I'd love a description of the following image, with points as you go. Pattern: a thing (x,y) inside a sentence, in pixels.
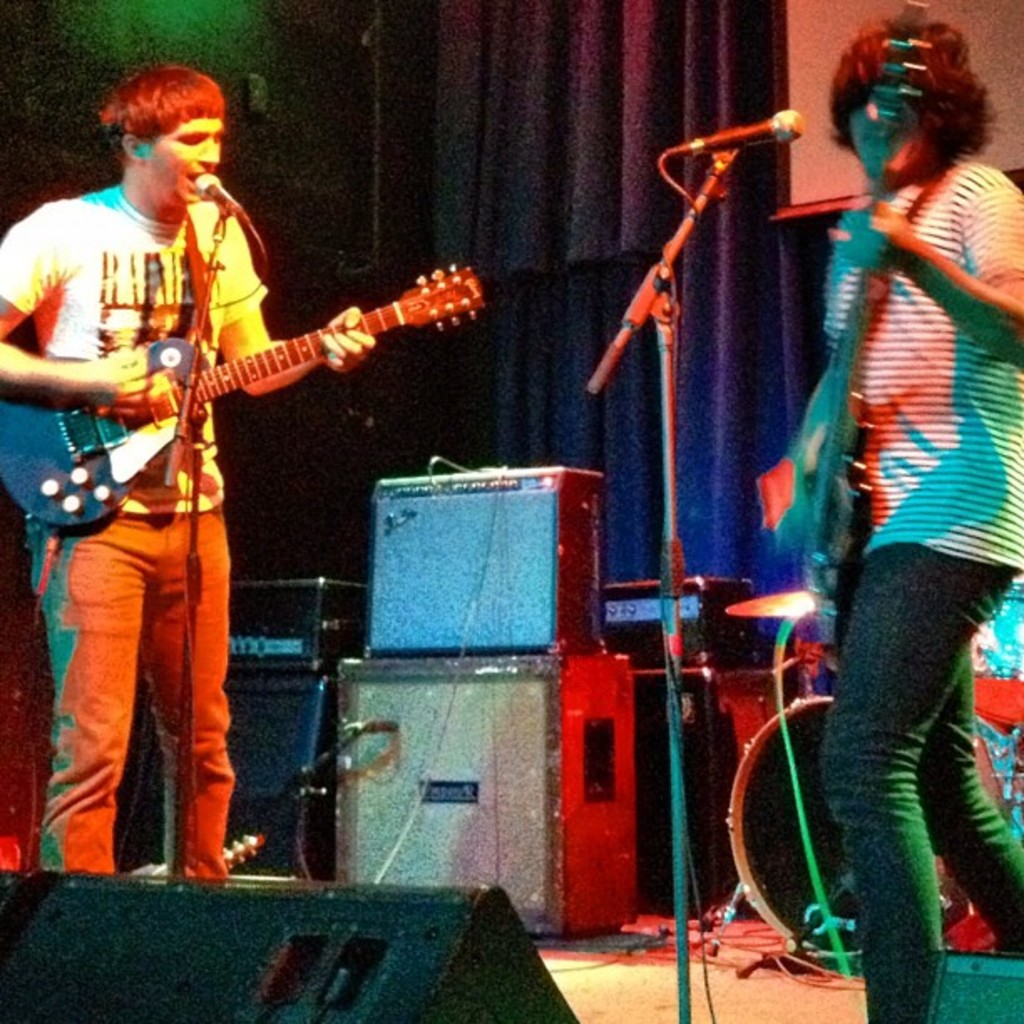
In the image we can see there are two men (171,544) who are standing and playing guitar (198,381) in their hand (346,339) and in front of them there is a mike (791,125) with a stand (732,148). Behind them there are boxes (508,704) and speakers (593,760) and they are performing on the stage (819,959).
